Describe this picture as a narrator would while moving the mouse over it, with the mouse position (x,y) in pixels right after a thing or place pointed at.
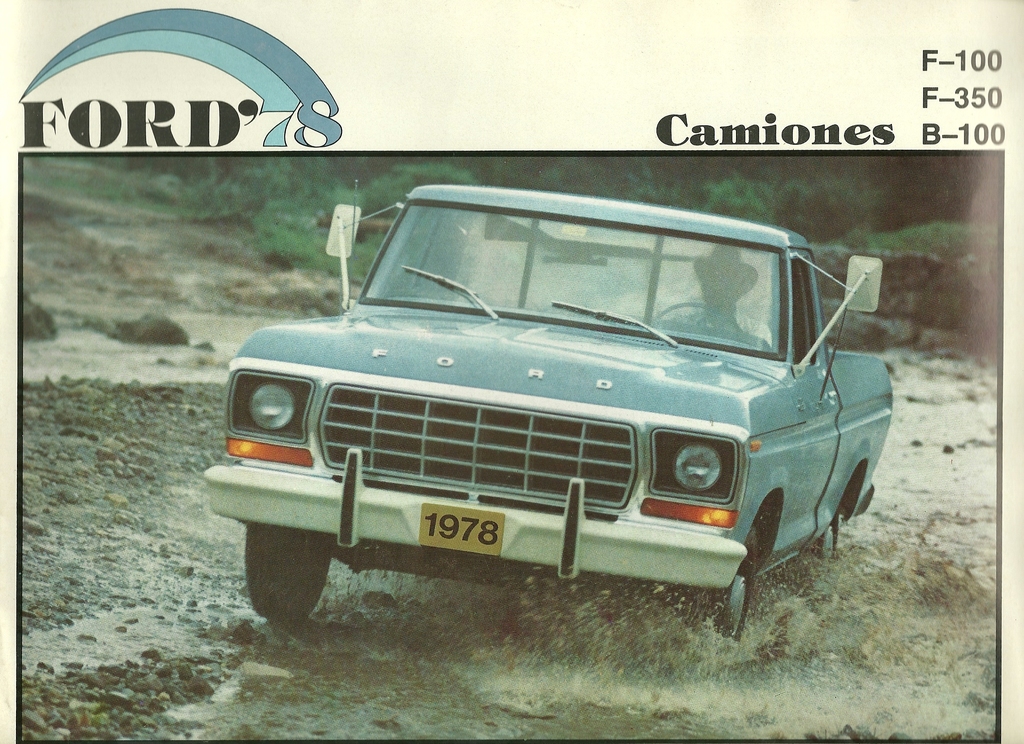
This is a poster and in this poster we can see a car (871,355), mud (137,538), water (303,685), stones (118,437), plants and some text (766,118).
